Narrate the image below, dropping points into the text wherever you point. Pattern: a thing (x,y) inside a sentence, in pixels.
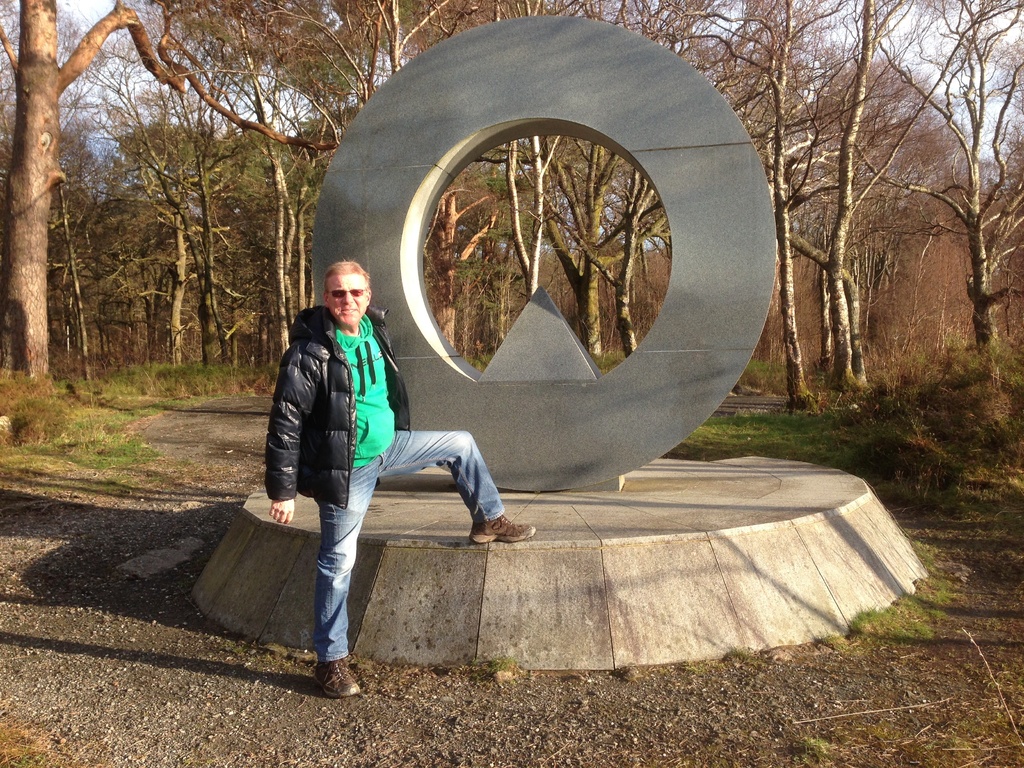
There is a person (331,412) wearing jacket (331,412) and goggles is standing. Near to him there is a sculpture (529,353) on a platform (626,534). In the background (261,411) there is a road (248,426) and trees (767,126).
